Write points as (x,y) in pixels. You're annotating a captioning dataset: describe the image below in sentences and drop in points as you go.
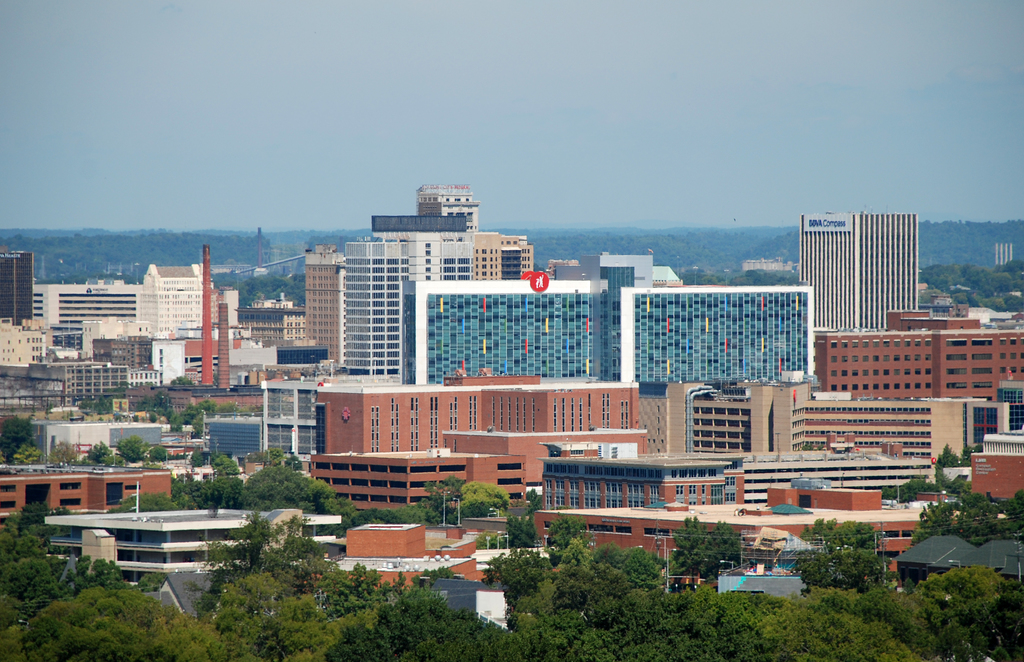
In this picture there is a view of the city (399,249). In front there are many glass buildings (588,375). In the front side (854,530) there are some trees (408,626).
